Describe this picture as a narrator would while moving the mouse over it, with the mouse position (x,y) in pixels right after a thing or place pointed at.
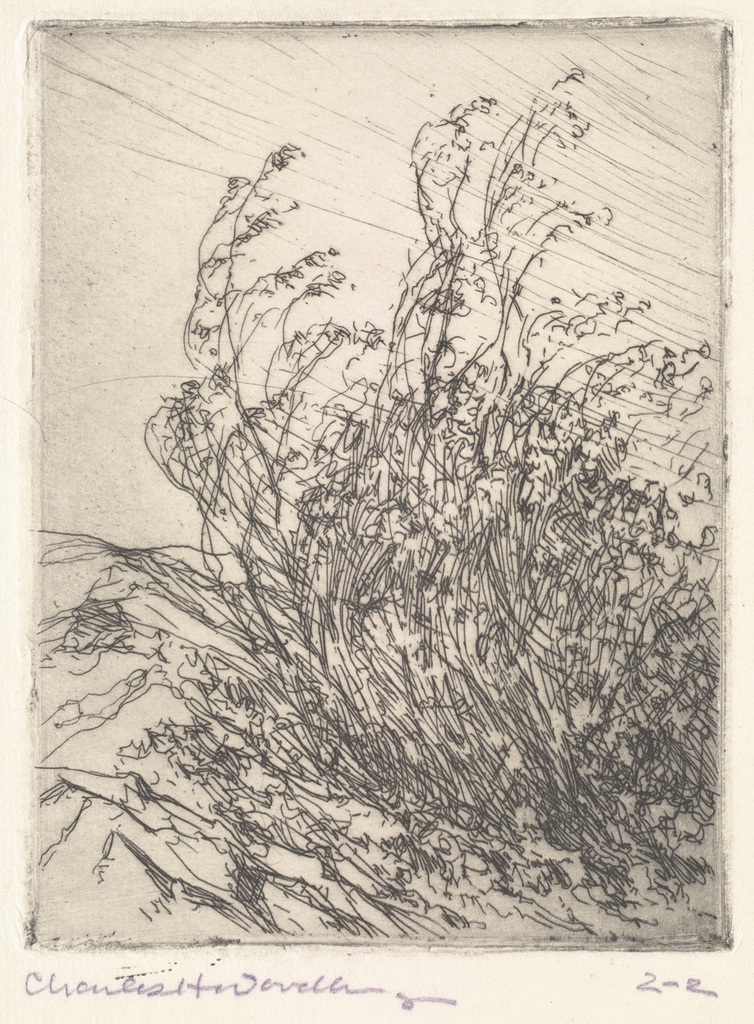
In the picture I can see the sketch art (433,649) and I can see some text (338,980) written at the bottom of the image (696,983).
